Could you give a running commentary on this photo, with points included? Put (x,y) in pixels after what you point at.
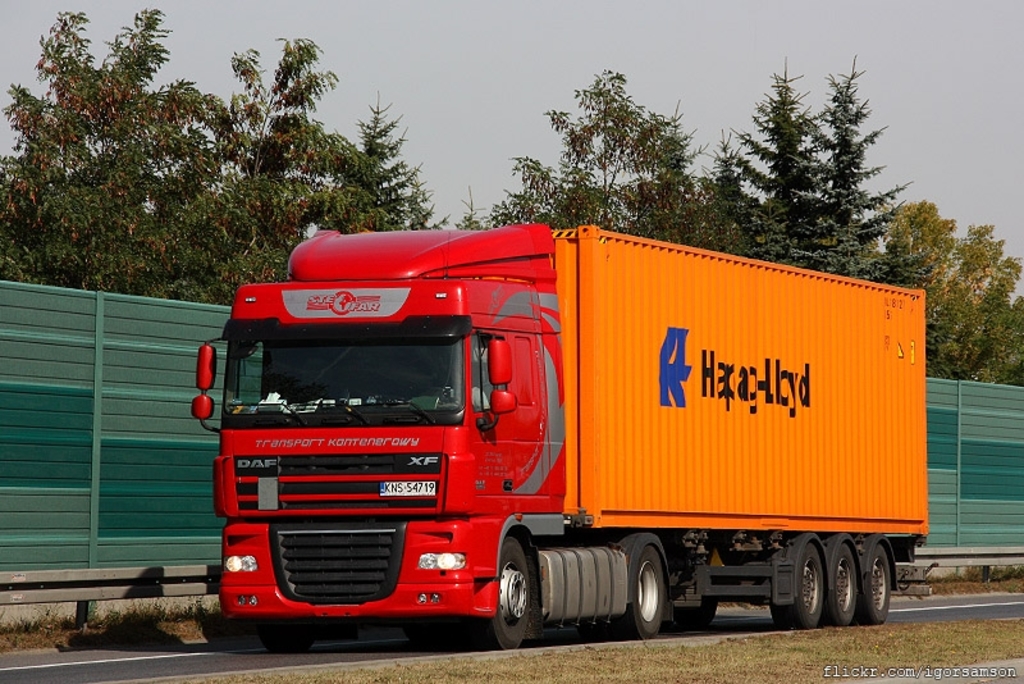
In this image we can vehicle (466,583) on a surface (719,613). Behind the vehicle (492,527) we can see a fencing (969,429) and a group of trees (225,229). At the top (573,85) we can see the sky (461,56). At the bottom (590,666) we can see the grass (932,661). In the bottom right (972,674) we can see some text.
